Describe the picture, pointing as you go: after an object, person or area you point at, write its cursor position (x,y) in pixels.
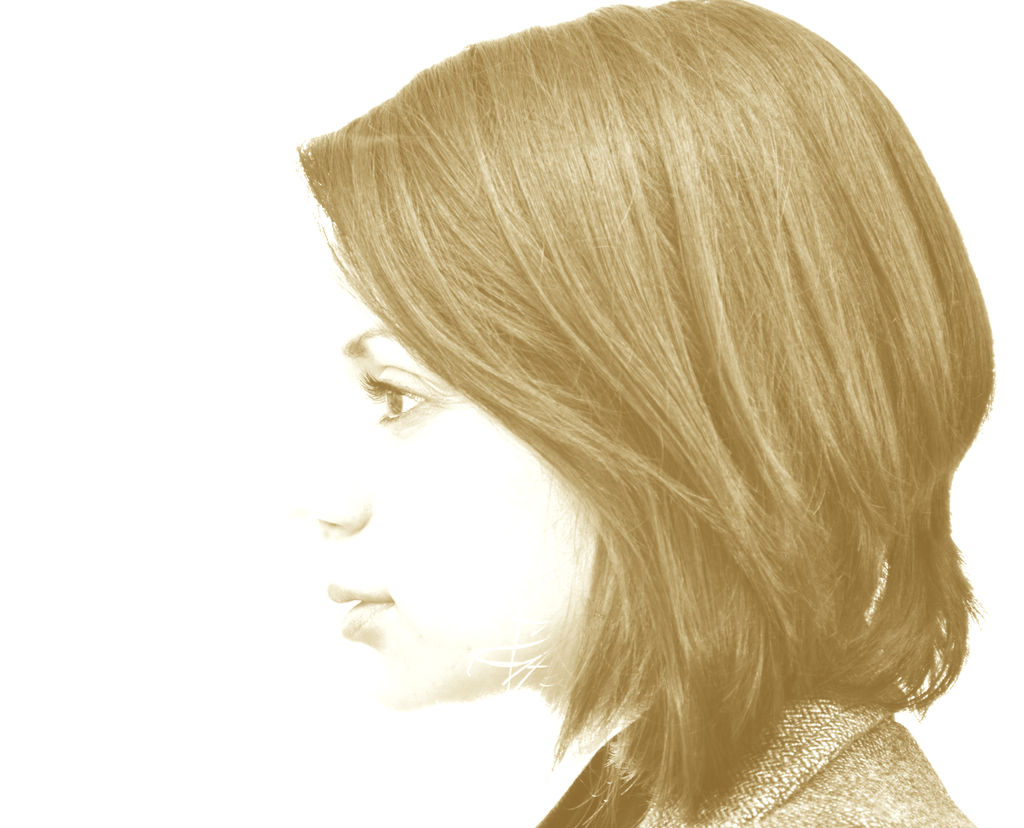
This is an edited image. In this image, in the middle (581,436), we can see a woman (648,621). In the background (307,13), we can see white color.
